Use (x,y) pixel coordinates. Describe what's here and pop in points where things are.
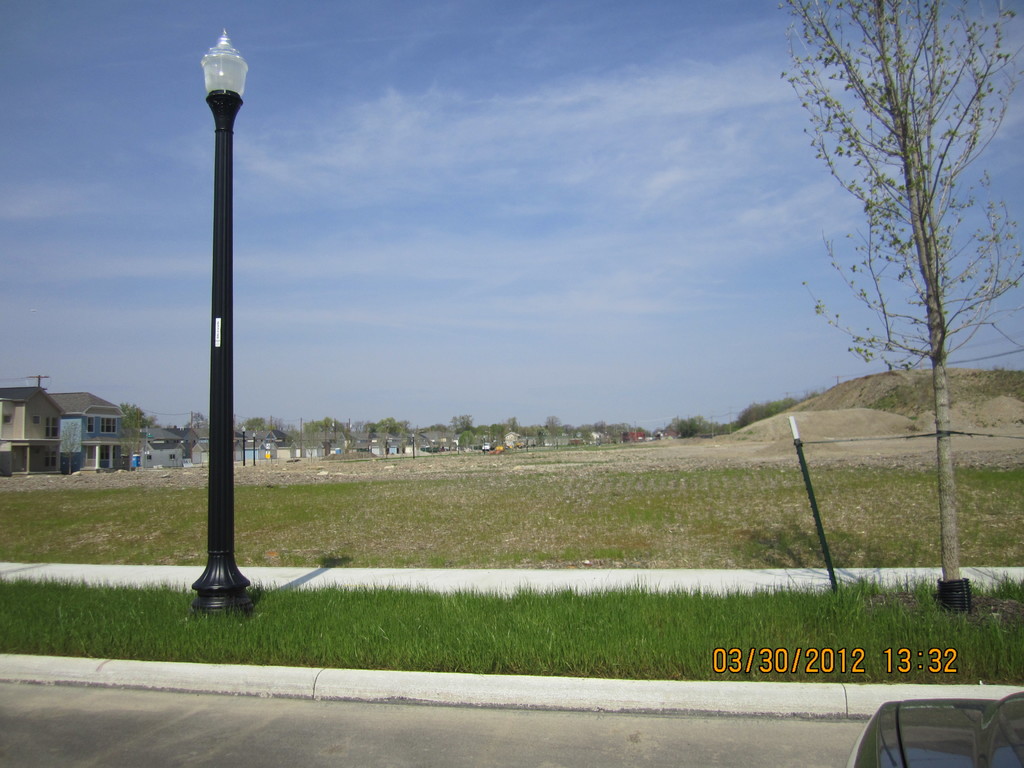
Here we can see a light pole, pole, tree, grass (389,632) on the ground (604,644). In the background (614,442) there are buildings (35,411), trees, light poles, electric poles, wires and clouds (471,93) in the sky (785,269). On the right (941,757) at the bottom corner (918,736) there is an object (881,730) on the road (590,739).
